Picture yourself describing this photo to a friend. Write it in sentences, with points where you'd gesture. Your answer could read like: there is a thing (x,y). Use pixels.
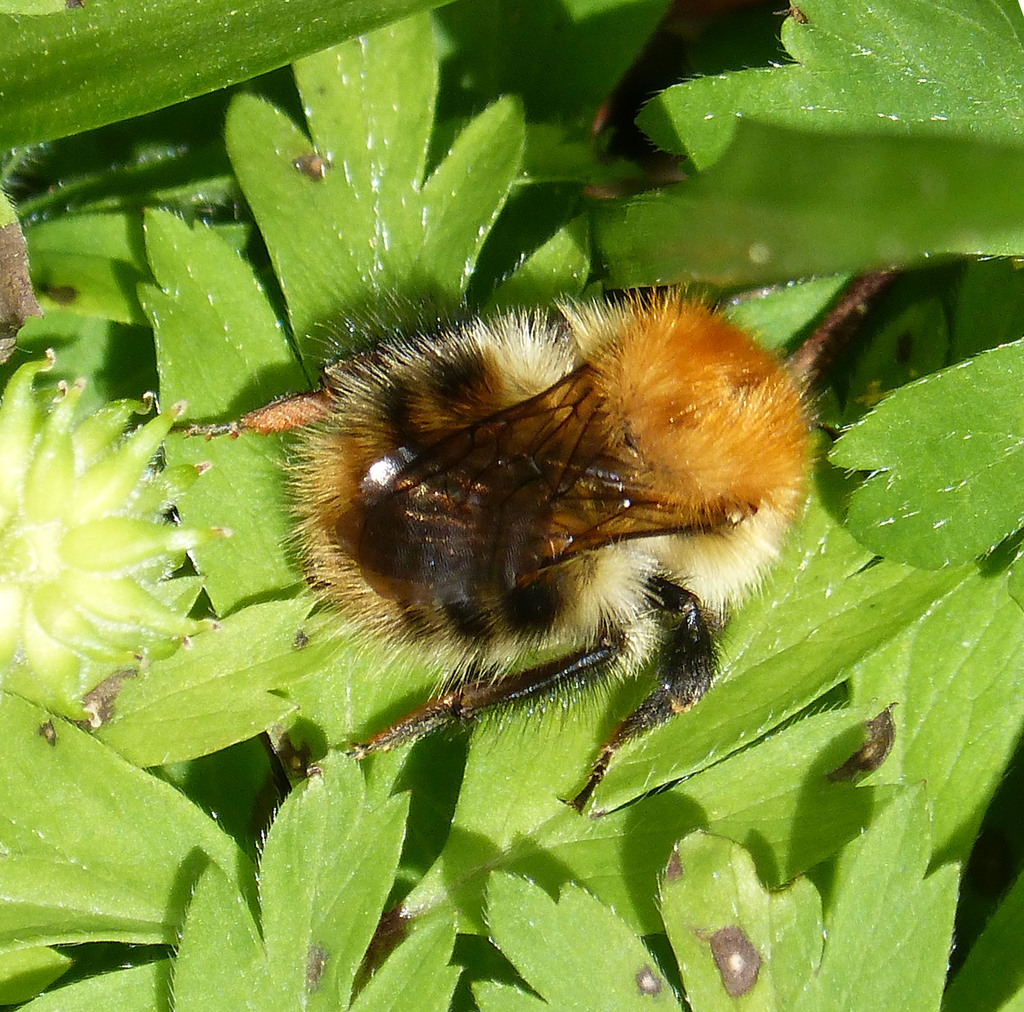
In the center of the image (630,441), we can see a bee (458,479) and at the bottom (835,755), there are leaves (810,268).
